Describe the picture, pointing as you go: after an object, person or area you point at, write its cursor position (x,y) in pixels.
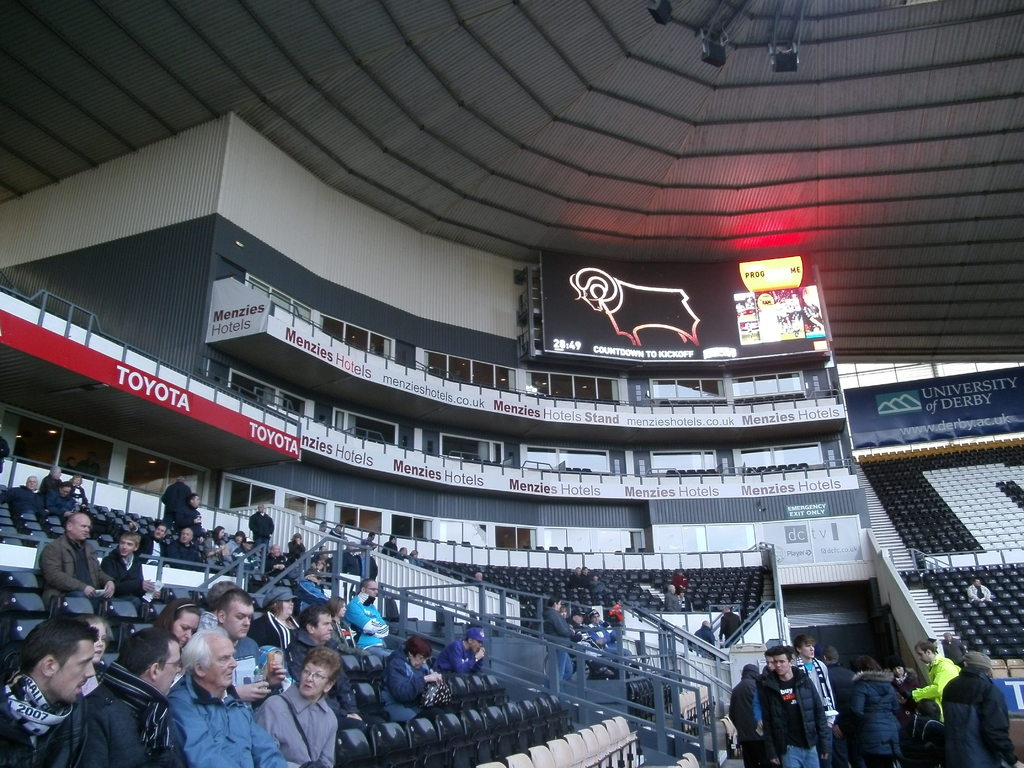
In this picture there is a inside view of the stadium hall (172,573). In the front (164,621) there are many audience (449,671) sitting on the seats (470,693). Behind there are some balcony railings (168,373). On the top (748,231) we can see the scoreboard (644,278) and roofing tile shed (622,187) on the ceiling (643,245).
